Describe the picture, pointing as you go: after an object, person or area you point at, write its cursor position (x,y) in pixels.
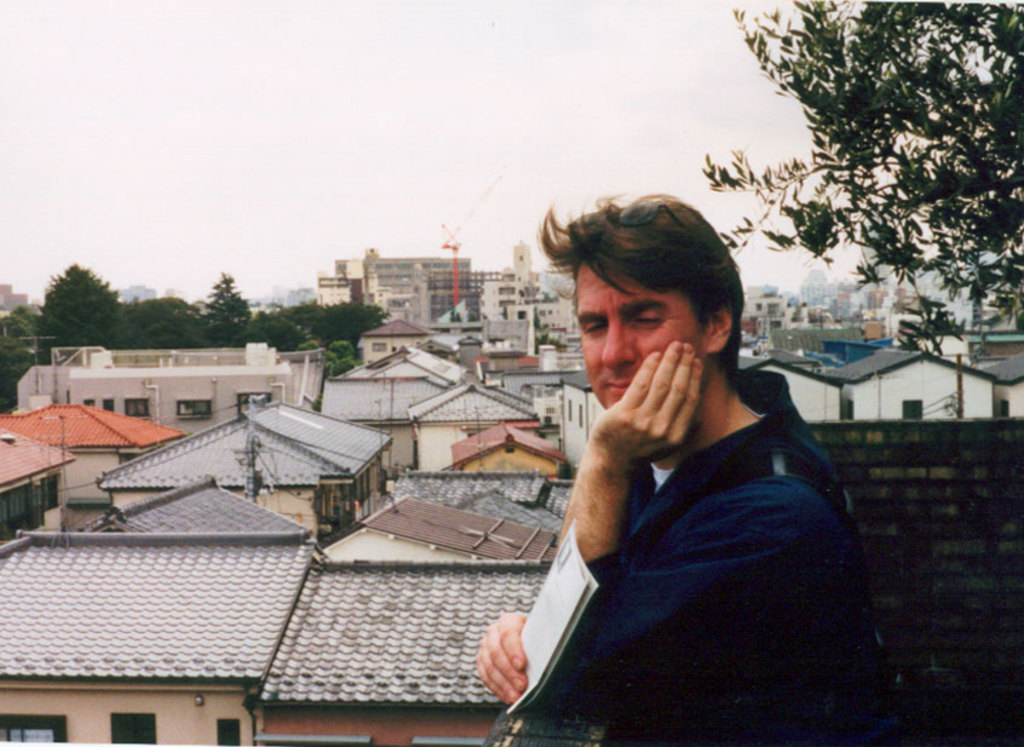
In this image there is the sky (274,113) towards the top of the image (451,140), there are building (435,282), there are trees (248,325) towards the left of the image (163,311), there is a tree (862,42) towards the right of the image (879,105), there are poles (250,415), there are wires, there is a wall (940,514) towards the right of the image (917,459), there is a man (674,462) standing towards the bottom of the image (746,593), he is wearing a bag (847,600) and holding an object (578,607).
